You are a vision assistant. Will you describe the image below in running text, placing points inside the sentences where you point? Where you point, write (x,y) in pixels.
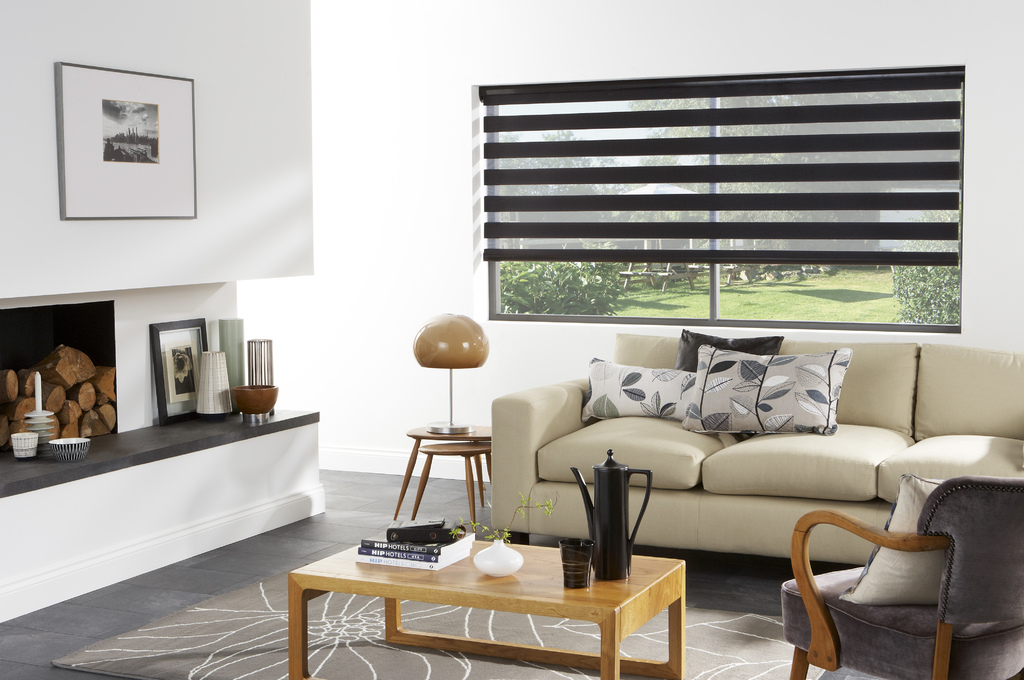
This picture shows a sofa set (783,441), chairs (833,581) and a table (437,574) on which books (442,557), cups (574,552) and jars (604,522) were placed. Beside the sofa (493,439) there is a lamp (441,346). There is a photograph (133,127) attached to the wall (115,55) here. In the background (630,173) there is a window (653,281) and some trees (521,281) in the garden (765,298).
